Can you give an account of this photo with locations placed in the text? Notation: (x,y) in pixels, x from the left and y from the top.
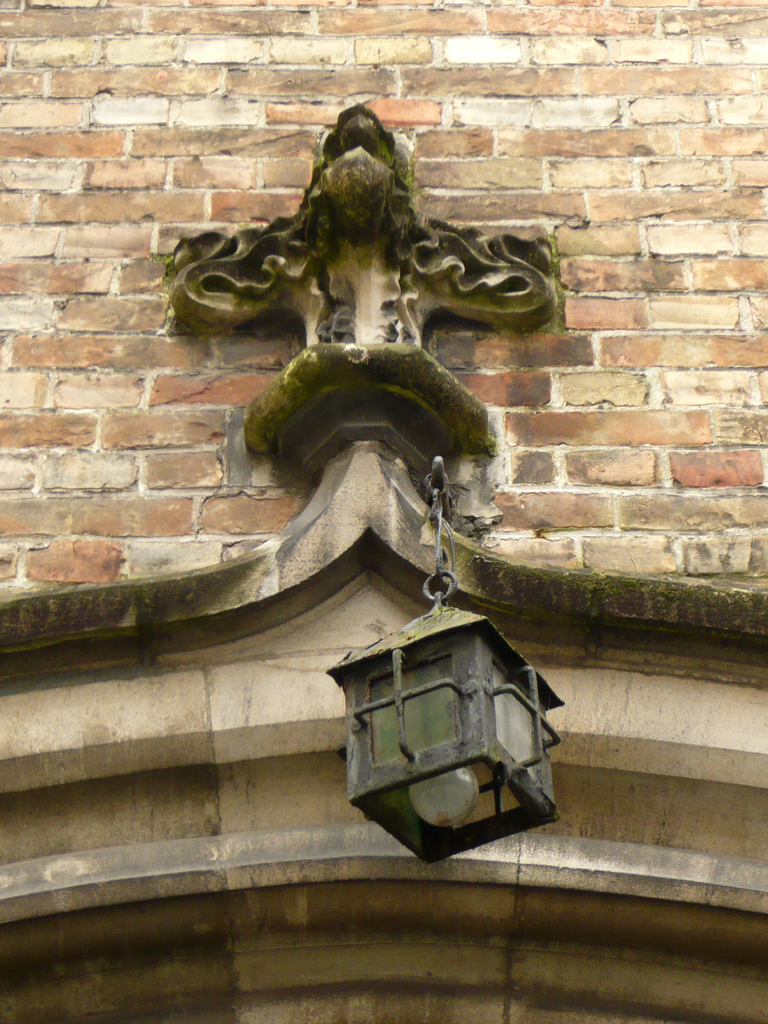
We can see a light (449,796) is in an object (412,737) which is hanging by a chain (436,496) from a hook (436,486) on the arch (93,844).
